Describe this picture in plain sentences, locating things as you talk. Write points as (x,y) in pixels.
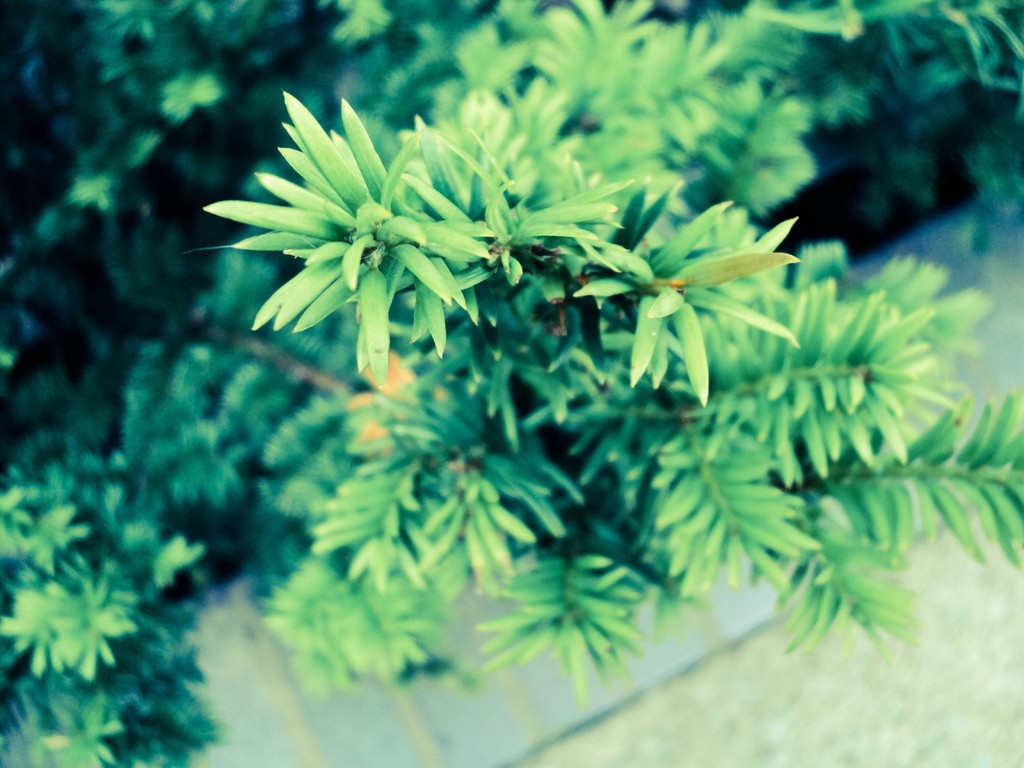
In this image I can see trees (322,345) in green color.
